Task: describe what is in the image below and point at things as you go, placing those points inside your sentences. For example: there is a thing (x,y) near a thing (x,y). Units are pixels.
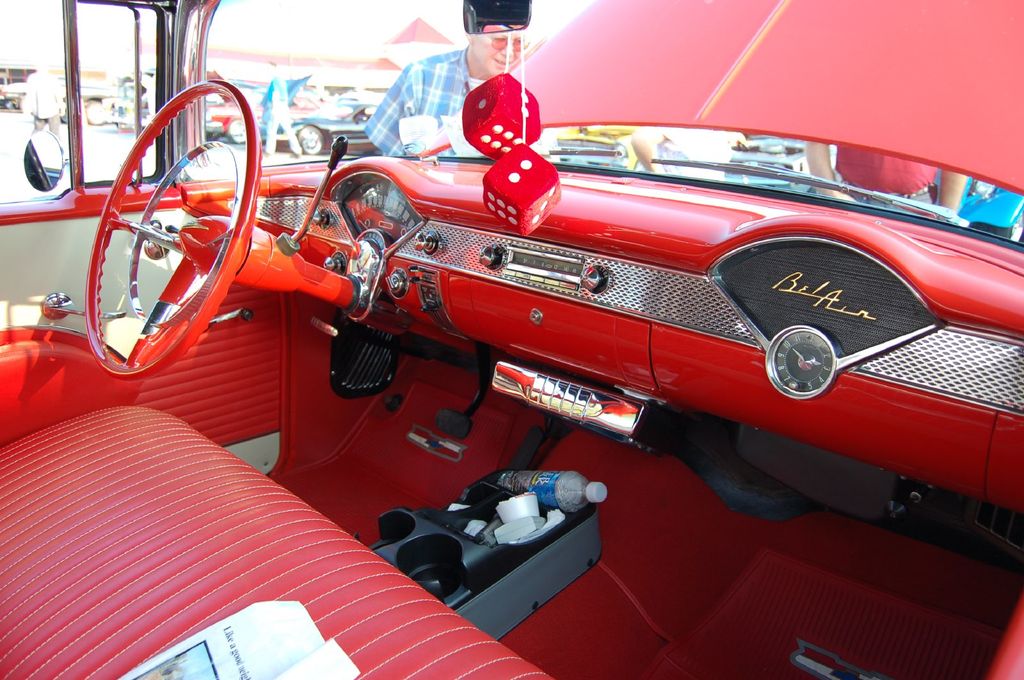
In this image I can see inside view of a red colour car (275,494). On the bottom side of the image (561,493) I can see a bottle (556,472), few white colour things (539,513) and on the top side of the image (488,105) I can see two red colour dices (507,139). In the background (384,130) I can see few people (286,93), number of cars (316,104) and a building (228,67). I can also see this image is little bit blurry in the background (103,131) and on the right side of the image (857,289) I can see something is written on the car's dashboard (784,294).
